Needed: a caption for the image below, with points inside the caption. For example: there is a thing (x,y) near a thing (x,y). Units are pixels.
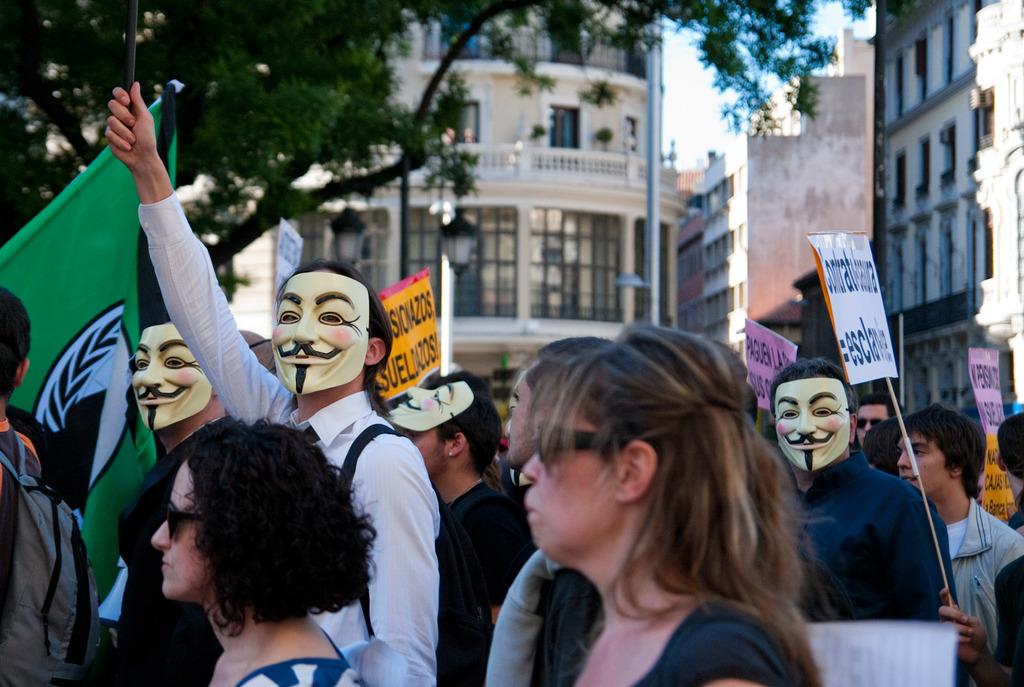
In this image we can see a group of people (10,585) where few people (198,333) wearing mask (830,453) on their faces (803,466). I can also see few people (984,663) are holding boards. In the background (831,193) I can see a flag (95,328), a tree (276,134) and number of buildings (763,151).
